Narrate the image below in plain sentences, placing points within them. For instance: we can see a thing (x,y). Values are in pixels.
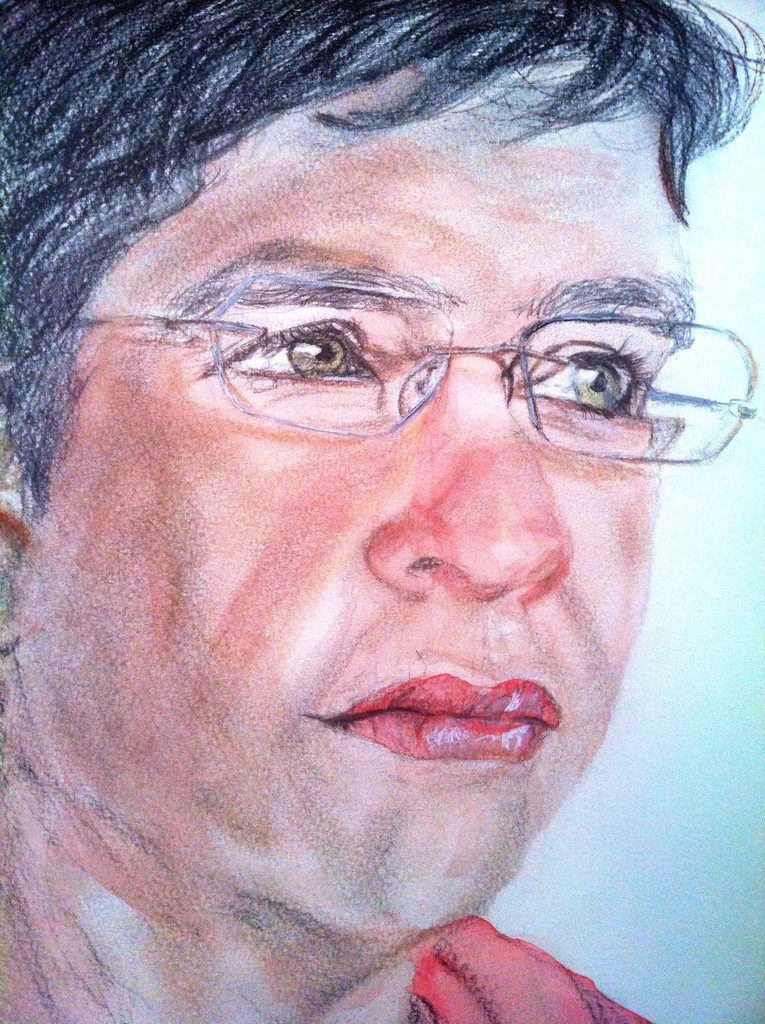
This is the drawing of a person (423,322) wearing spectacles (423,322).
